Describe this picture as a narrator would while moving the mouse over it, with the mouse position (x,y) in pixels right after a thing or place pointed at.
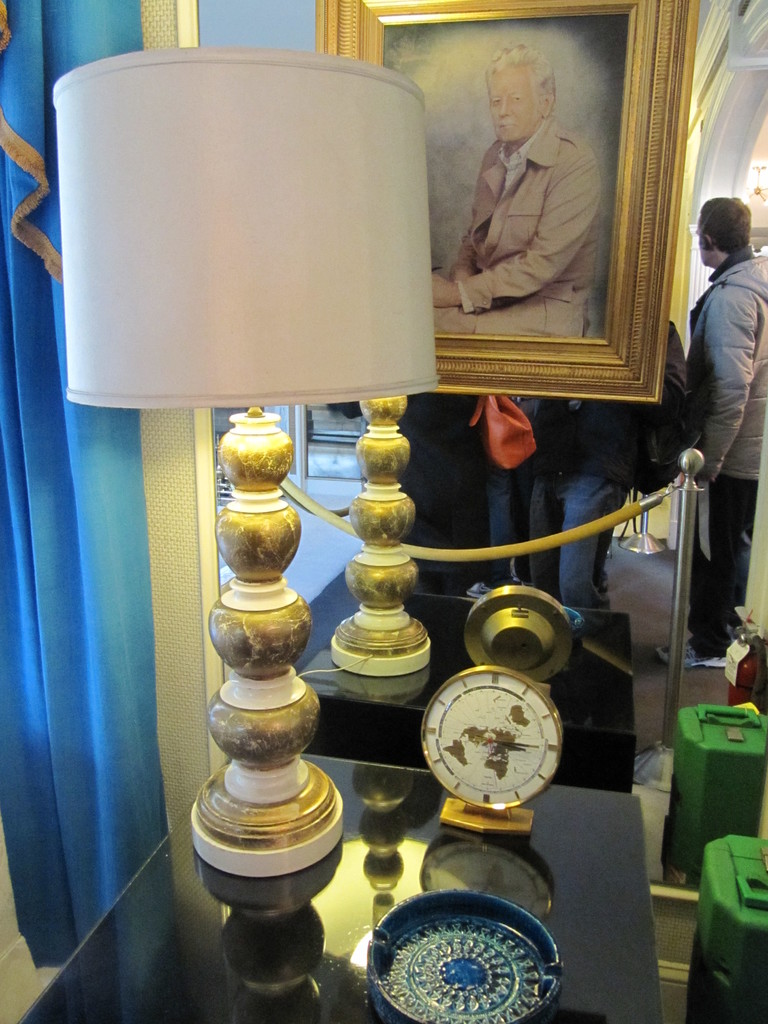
In this image I can see a lamp (330,801) and other objects (478,810) on a table (223,928). There is a photo frame (614,185) and blue curtains (11,554) on the left (11,554). There is a rope fence (682,599). People (758,279) are standing at the back (720,513).
